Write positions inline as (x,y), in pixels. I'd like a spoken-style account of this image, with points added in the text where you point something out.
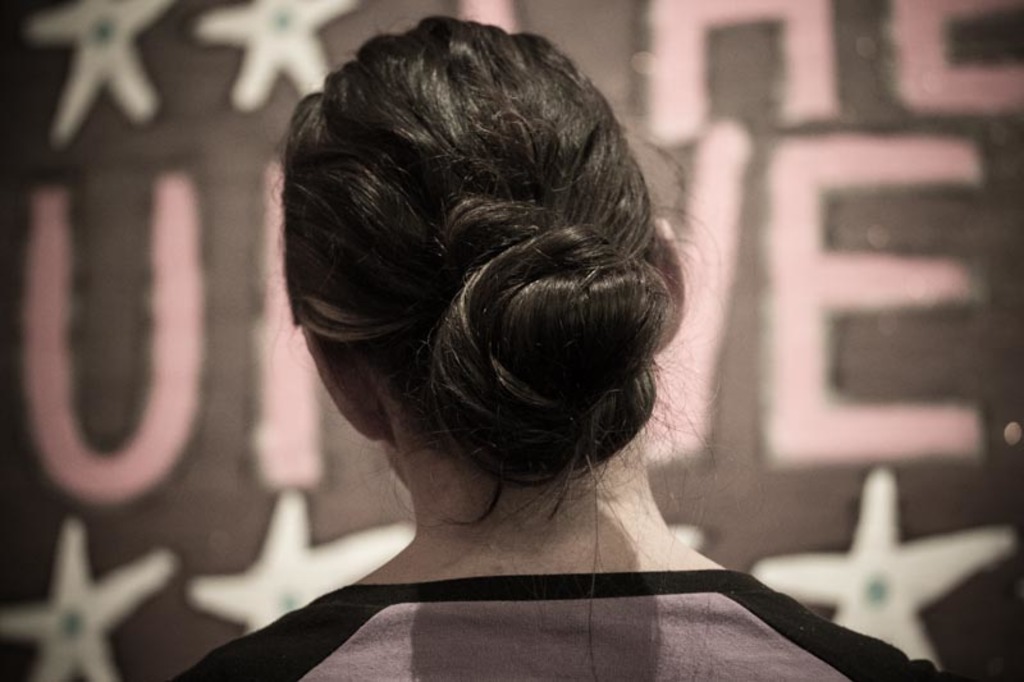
This is the back view of a person (506,380) wearing a bun (551,380). There are stars (963,557) at the back (963,557).
